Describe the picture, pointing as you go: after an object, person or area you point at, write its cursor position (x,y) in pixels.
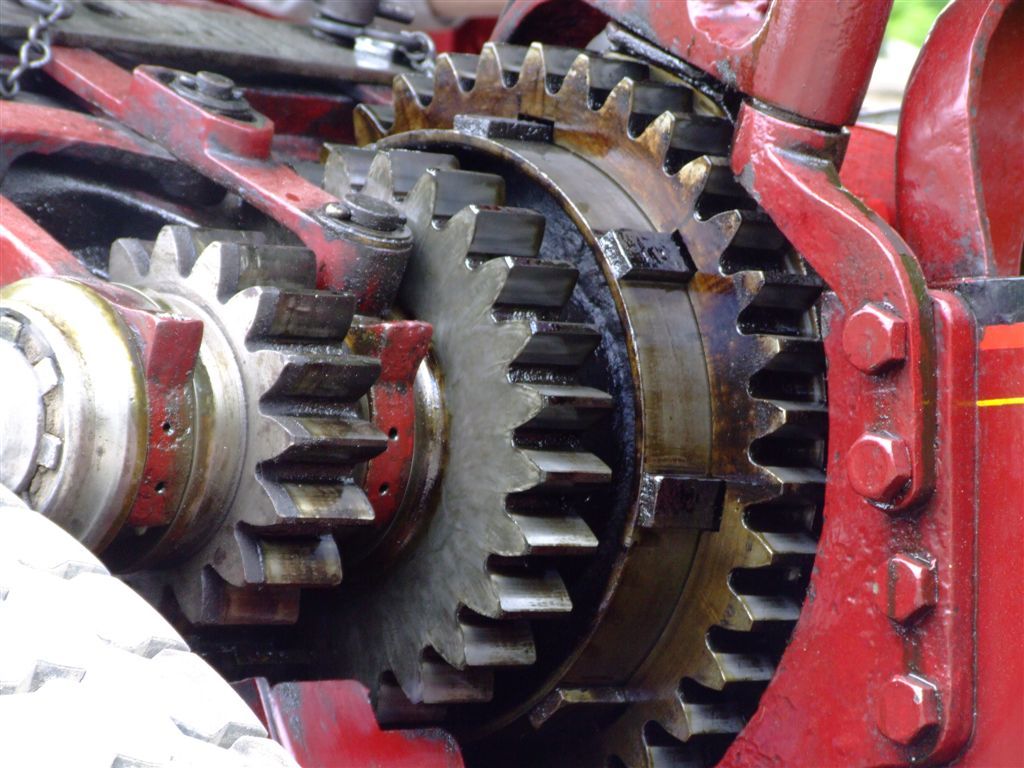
In this picture there is a machine (579,460) which is in red color and there is a chain (27,50) in the left top corner (38,59).
